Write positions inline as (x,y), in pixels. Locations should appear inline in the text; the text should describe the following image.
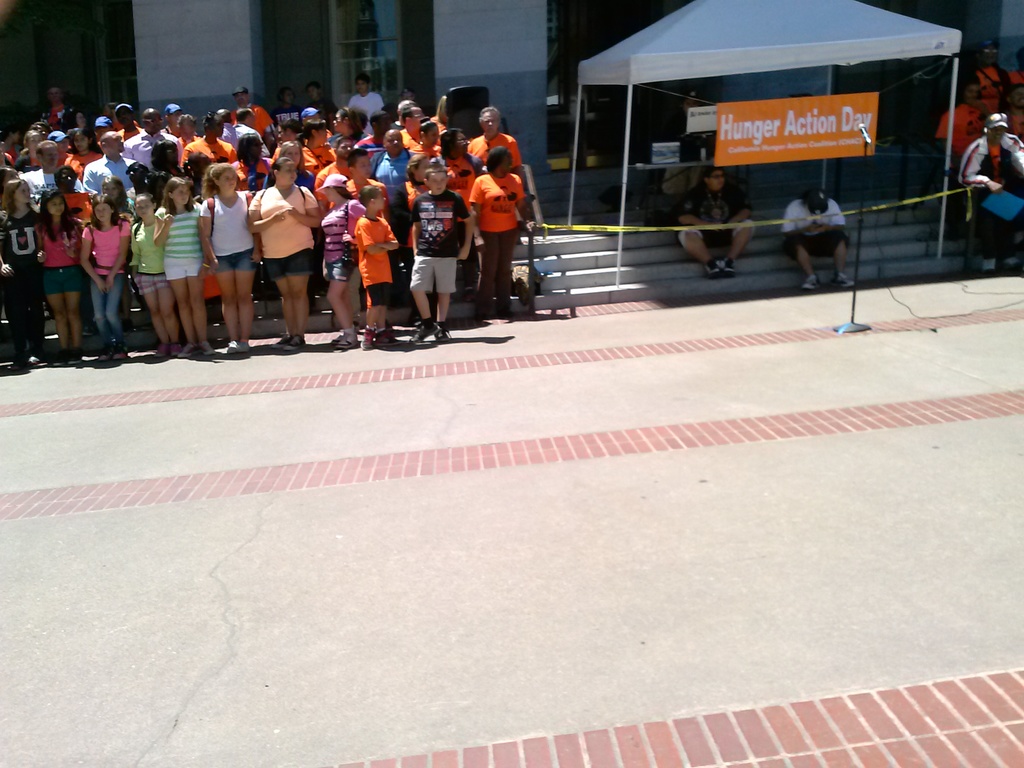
In this image, on the left (300,244) there are many people (376,232) standing, some are walking. On the right (714,223) there are people (733,215), some are sitting, some are standing and there is a tent (621,248), poster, some objects (665,160), staircase (657,253), building (509,113) and a wall (526,89). At the bottom (565,638) there is a road (470,650).
